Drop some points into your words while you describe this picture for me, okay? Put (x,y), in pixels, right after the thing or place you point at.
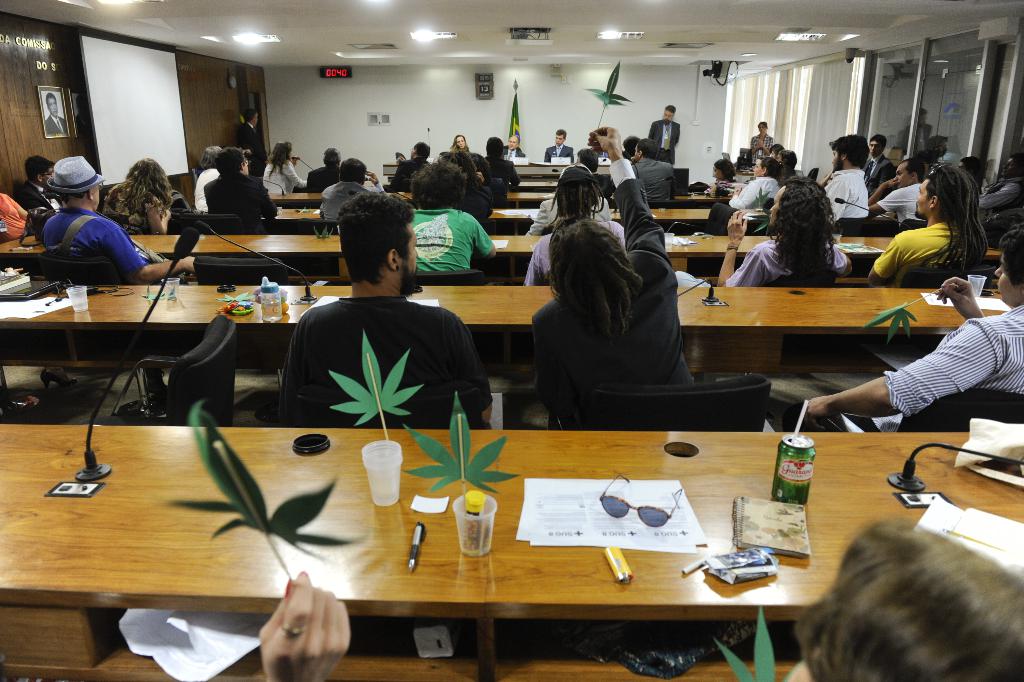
This is an image clicked inside the room (106,285) Where I can see few people (583,355) are sitting on the chairs (608,422) in front of the table (522,289). It is looking like a meeting hall (381,91). In the background (492,147) there are few people (618,142) sitting. At the back of her there is a green color flag (512,128). On the left side (102,134) there is a board (139,127) and a frame (60,115) is attached to the wall (26,96). On the bottom of the image (591,521) I can see few leaves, papers (542,508), coke tin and goggles (645,512) on the table (551,590).
